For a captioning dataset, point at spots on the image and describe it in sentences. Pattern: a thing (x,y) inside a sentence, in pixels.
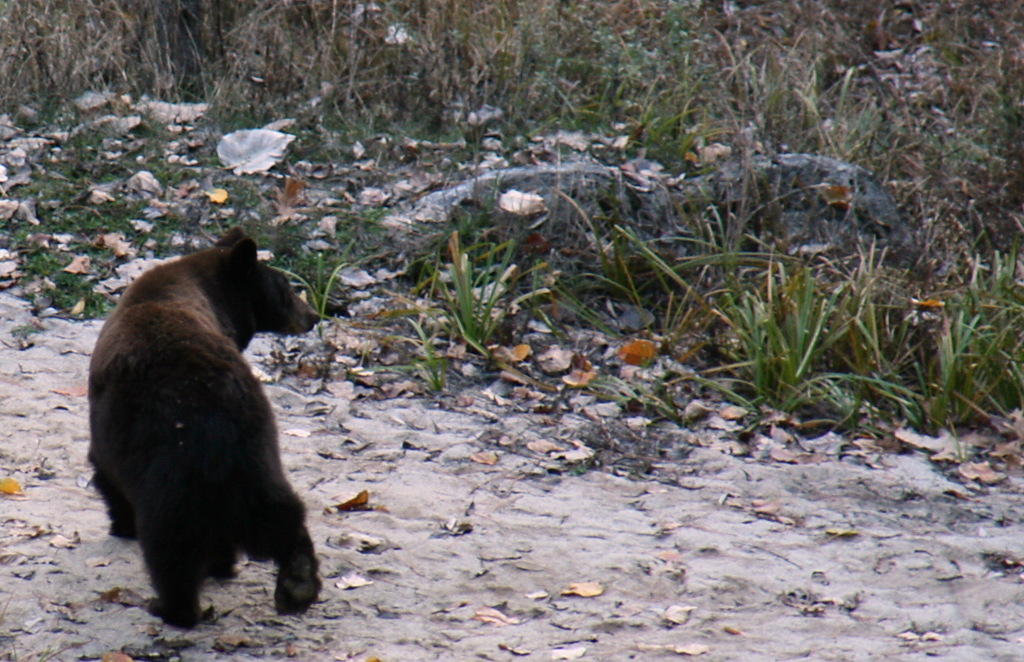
In this image I can see an animal (185,406) in brown and black color. Back I can see few green grass (824,284), leaves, and sand (666,543) few stones (762,173).
